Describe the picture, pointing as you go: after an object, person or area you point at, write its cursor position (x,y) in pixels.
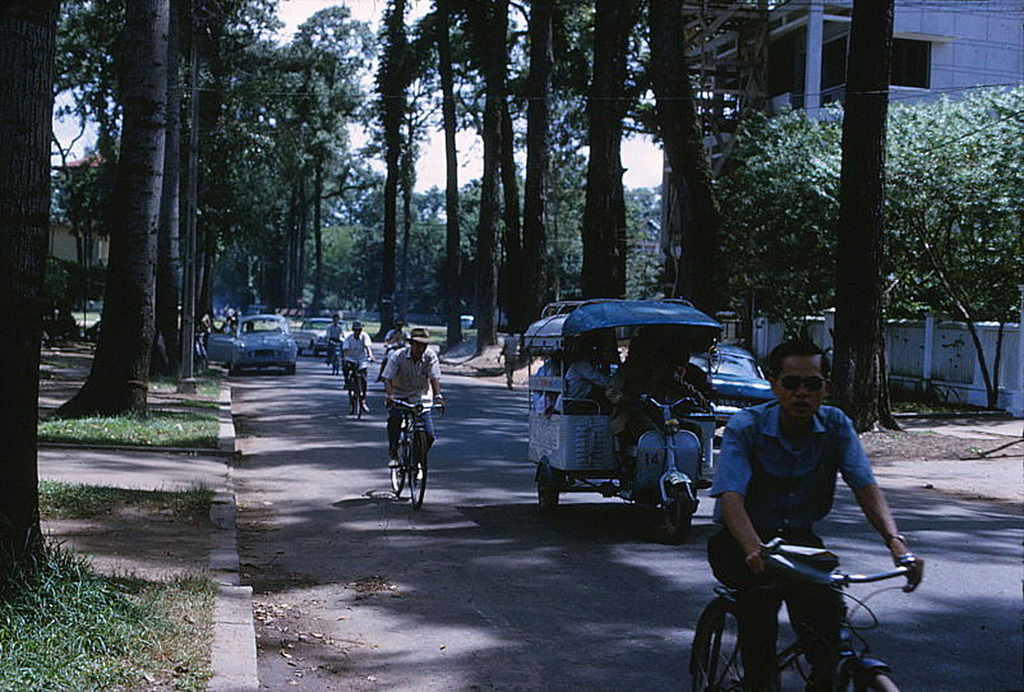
In this image we can see two buildings (959,16), one wall (1007,362), one man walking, one man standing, some men (419,334) riding bicycles (832,574), some vehicles (664,407) on the road (883,618), some people (549,359) sitting in the vehicle (591,412), one person (665,379) driving the vehicle (529,366), some objects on the ground (40,506), some dried trees (108,371), some trees (384,308), bushes (804,230), plants (349,280) and grass (201,392) on the ground (367,325). At the top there is the sky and the background (303,282) is blurred.
